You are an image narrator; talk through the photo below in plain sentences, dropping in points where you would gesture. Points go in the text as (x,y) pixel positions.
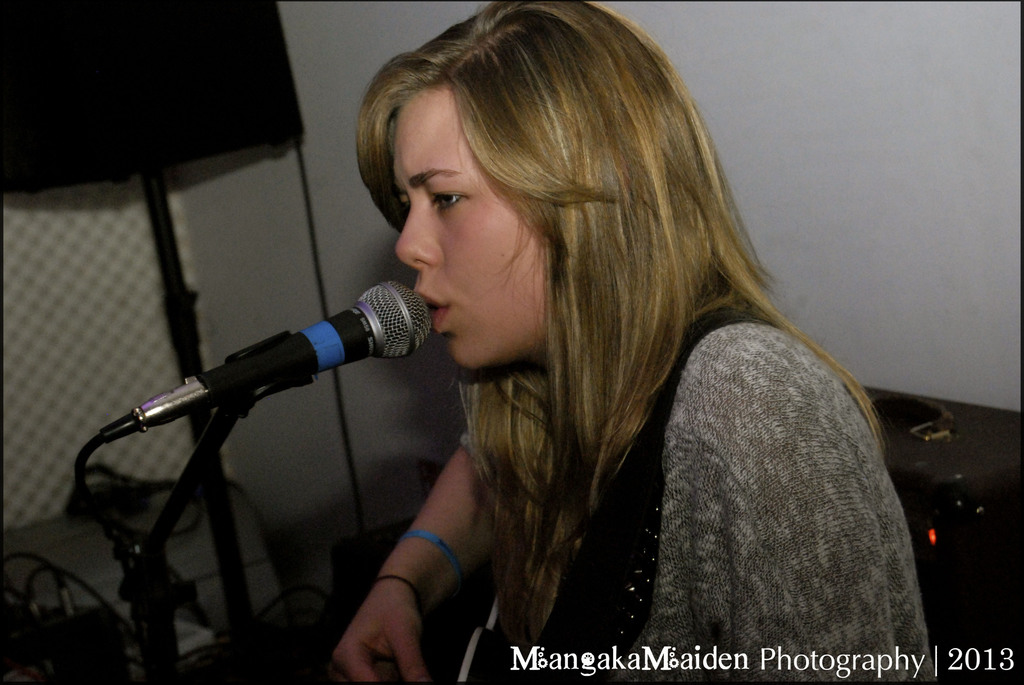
In the center of the image (670,352) we can see a lady (485,284) sitting and singing. We can see a mic (311,361) placed before her. In the background (186,168) we can see a speaker (157,116) and a wall (786,122).
